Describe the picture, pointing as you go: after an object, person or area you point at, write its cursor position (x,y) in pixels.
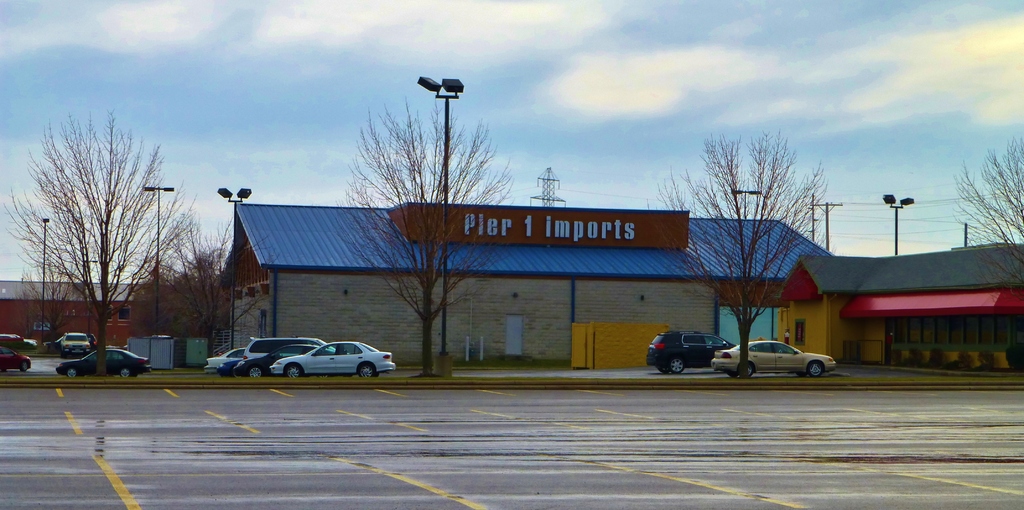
In this image we can see a parking area (570,437). There are trees (752,296) and light poles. Also there are vehicles (128,350). In the background (379,341) there are buildings (324,280). Also there is sky (573,67) with clouds (833,102). And there is an electric pole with wires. And there is a tower (544,182).
